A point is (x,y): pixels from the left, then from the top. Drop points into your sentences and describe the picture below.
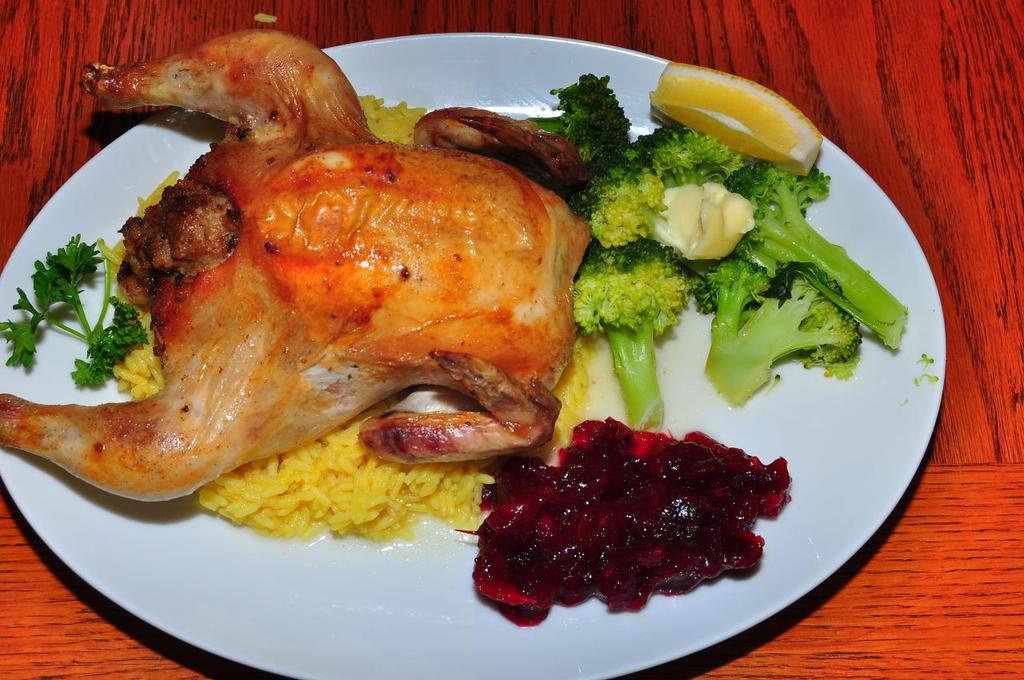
In this picture we can see some broccoli (671,323), rice (265,472) and other food items (548,250) on a plate (86,491). This plate (457,95) is on a wooden table (924,628).
